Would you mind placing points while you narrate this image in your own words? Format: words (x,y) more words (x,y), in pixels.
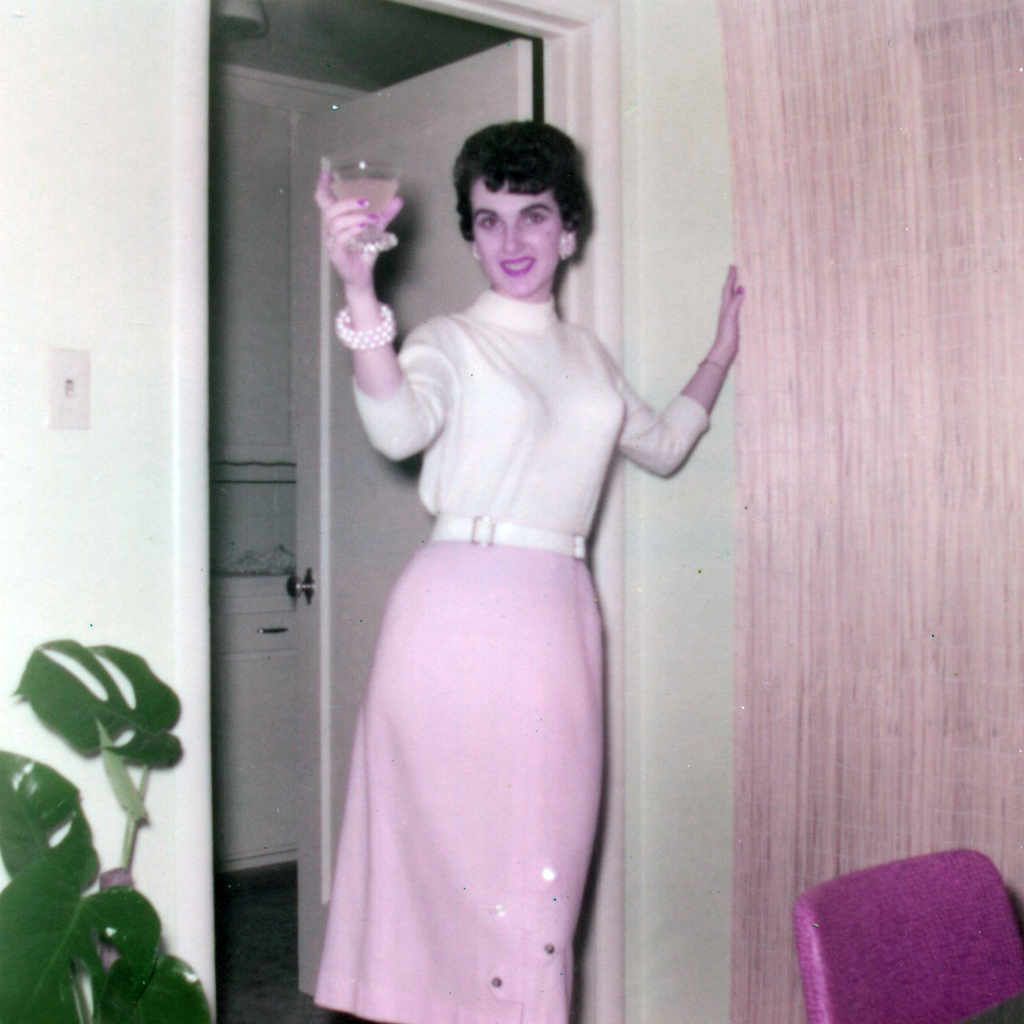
In this picture I can see a woman (369,696) standing and smiling by holding a wine glass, there is a chair (930,998), curtain (804,529), door (430,168) and there is a house plant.
